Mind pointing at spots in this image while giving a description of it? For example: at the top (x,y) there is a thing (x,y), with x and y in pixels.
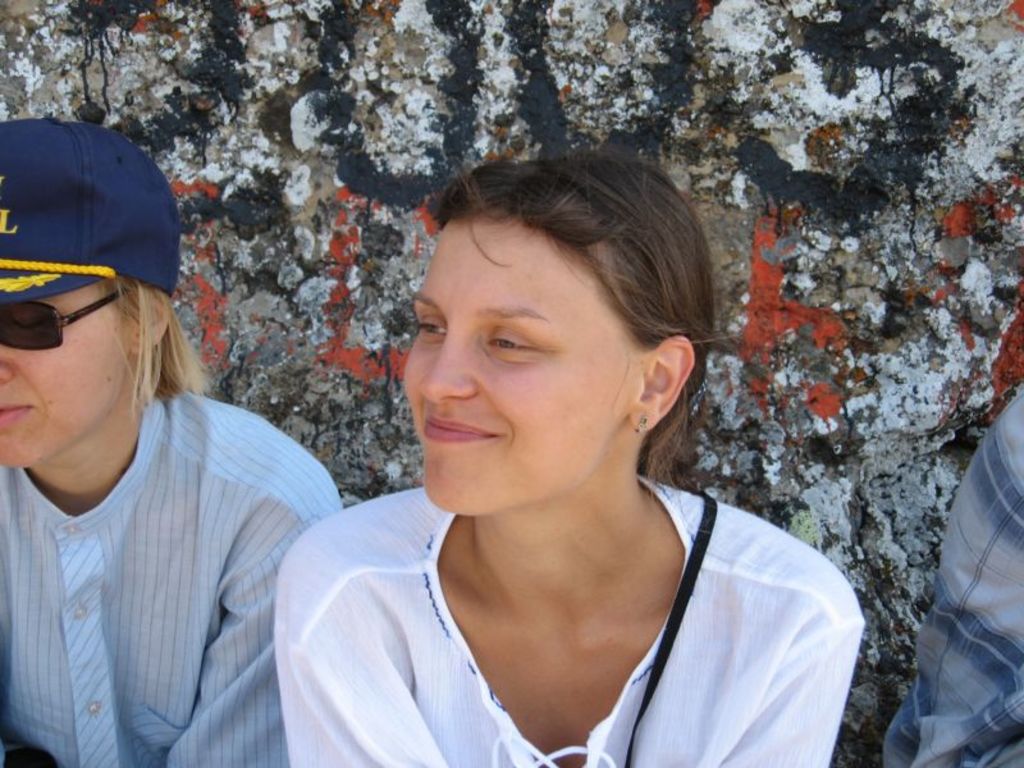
In this image I can see two person (156,576) wearing white color dress (364,657) and blue and yellow color cap (92,241). Back Side the wall (785,176) is in different color.
